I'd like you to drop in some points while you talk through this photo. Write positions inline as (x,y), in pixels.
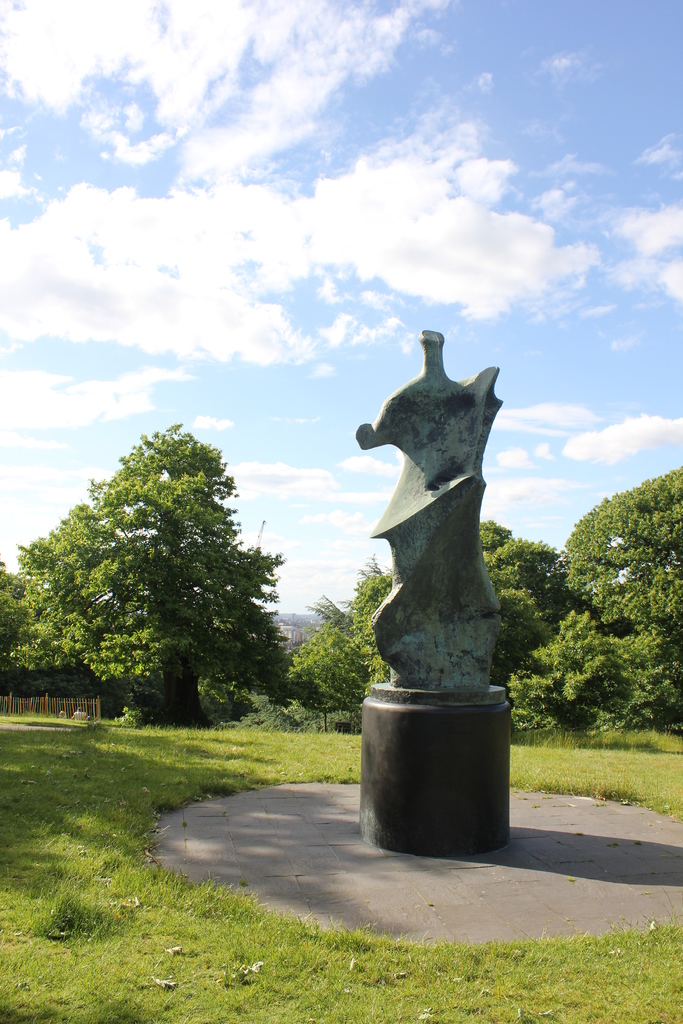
In this image in the front (331,975) there is grass (405,1008). In the center (420,626) there is structure (442,611) and in the background (641,631) there are trees (321,612) and the sky (295,271) is cloudy.
